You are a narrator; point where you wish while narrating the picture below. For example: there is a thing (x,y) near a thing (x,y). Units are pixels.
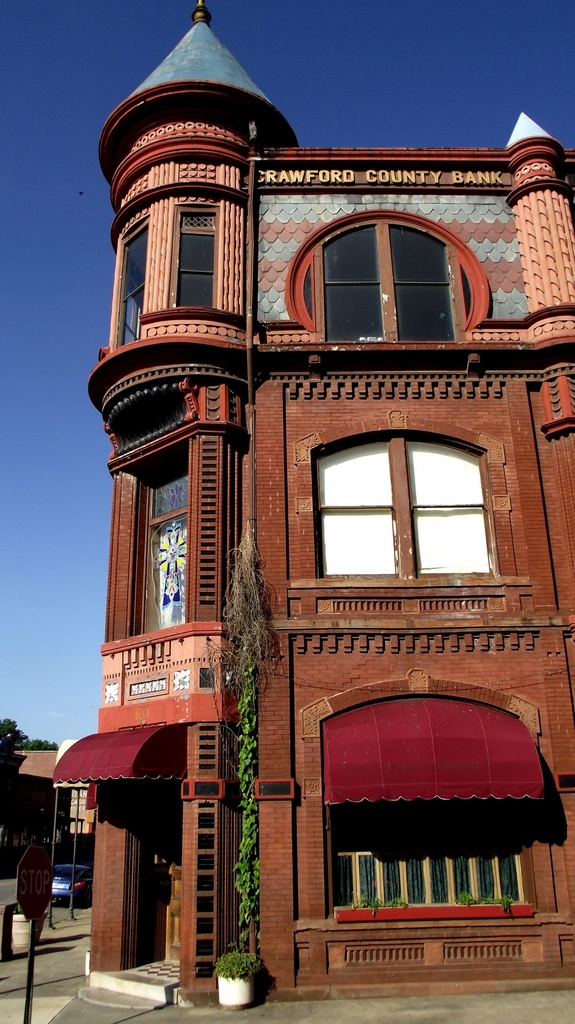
In this picture there is a building (398,637) and there is a stop board (37,911) which is attached to a pole (34,965) below it and there is a car (61,890) and few trees (22,748) in the left corner (56,869).
